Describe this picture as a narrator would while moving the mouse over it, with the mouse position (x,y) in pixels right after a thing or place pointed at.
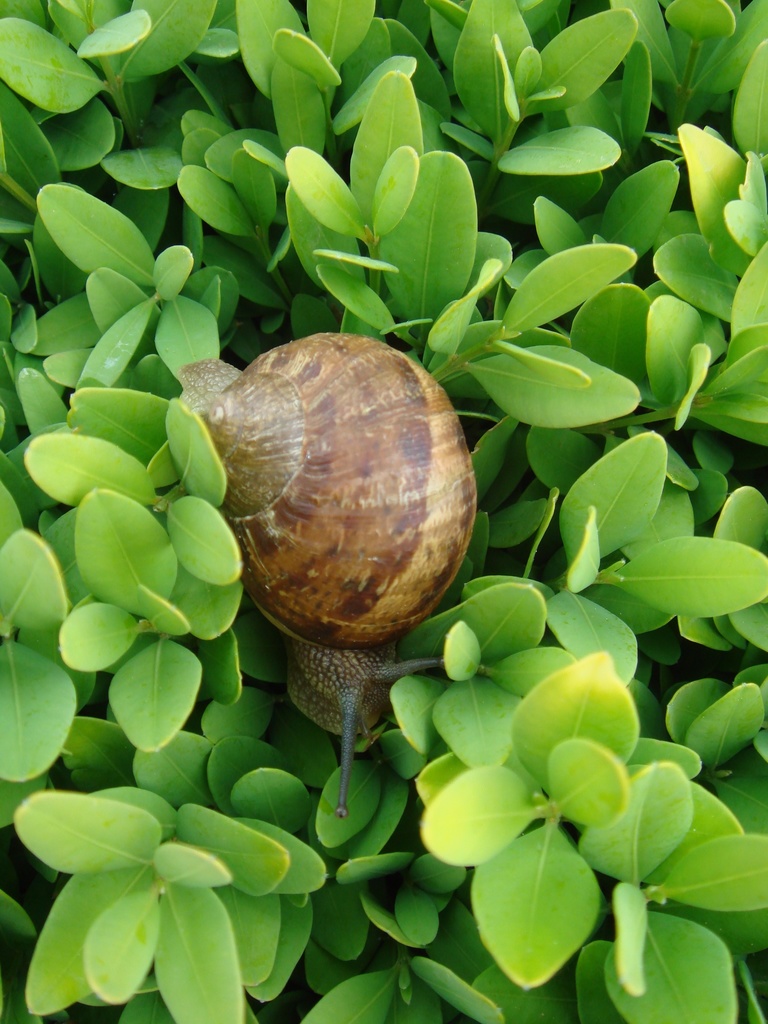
In this image we can see some plants (492,608), snail (373,518), and a shell (373,518).
